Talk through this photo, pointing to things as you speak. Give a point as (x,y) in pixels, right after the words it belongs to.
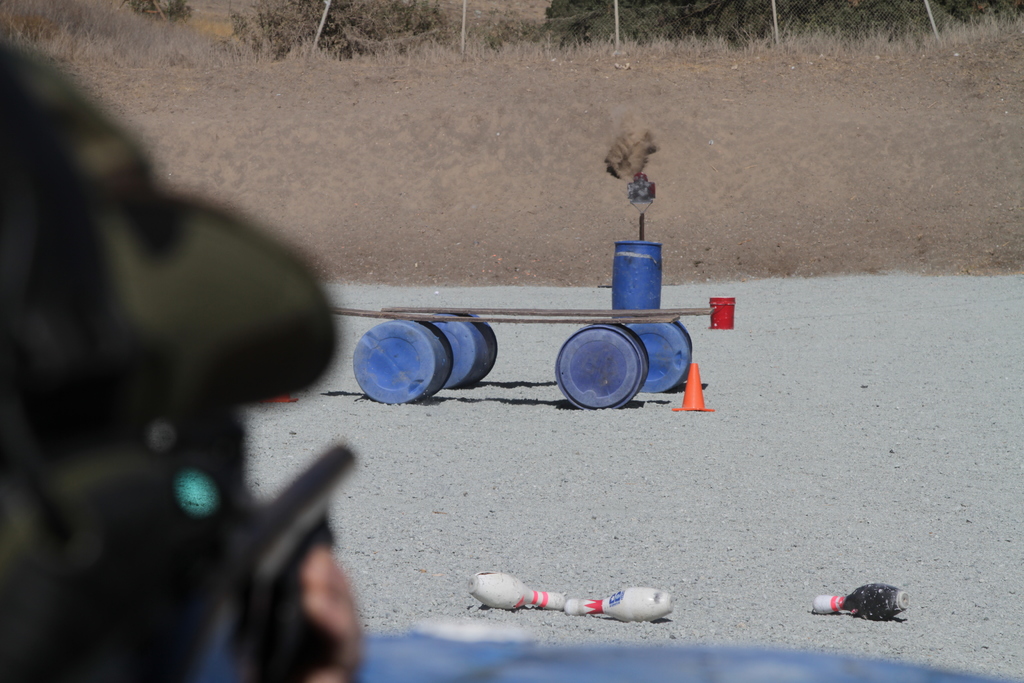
In the image a person's hand (351,633), bowling pins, sand (786,522), dry grass (114,35), pole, plant (626,12), wooden sheet (535,309) and a drum (616,276).
